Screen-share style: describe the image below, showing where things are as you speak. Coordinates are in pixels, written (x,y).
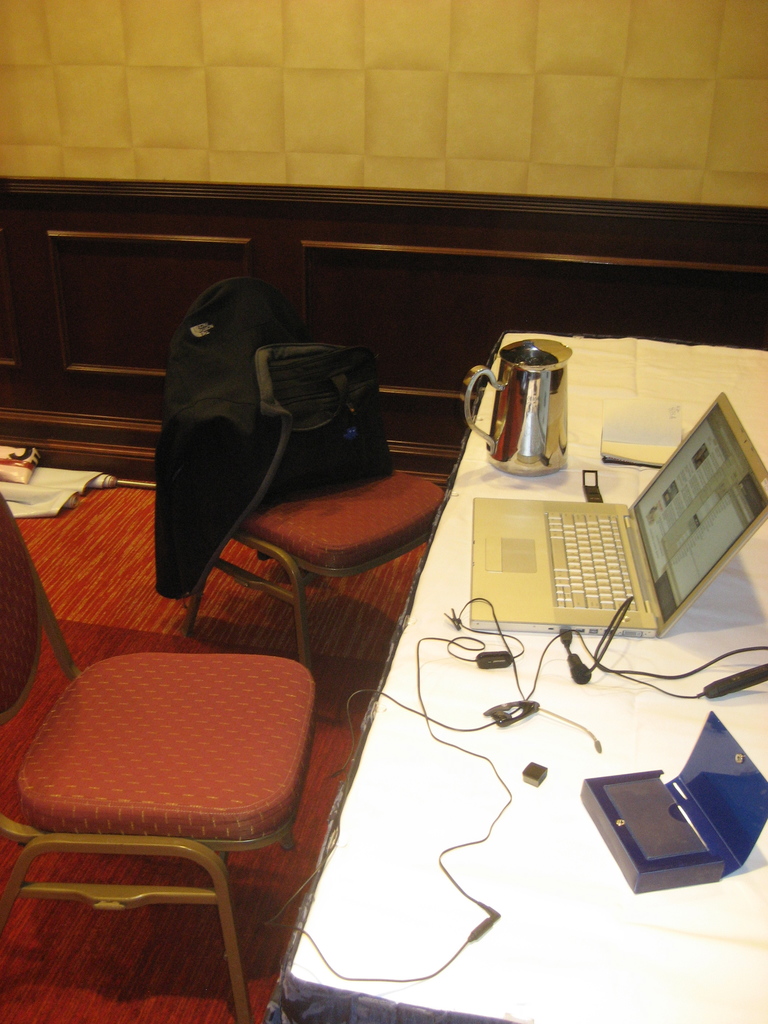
This image has a table (463,995). On top of it there is a box (601,780), earphones (477,657), laptop (565,616), jar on it. Two chairs (289,831) are at the left side (237,968). Cloth (284,313) is covered in this chair (410,504).
